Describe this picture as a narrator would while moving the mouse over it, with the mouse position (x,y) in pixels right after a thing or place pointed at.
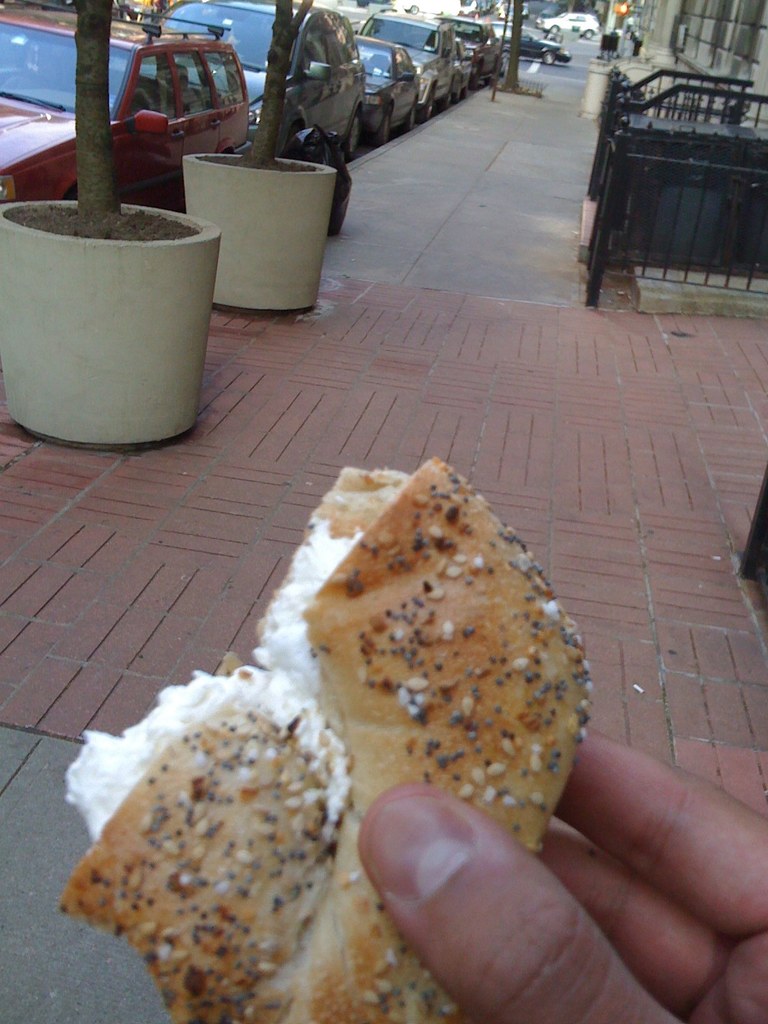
In this image we can see some cars (494,59) parked side of the road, one light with pole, some objects (612,59) on the floor (591,139), one black pole (614,142), some vehicles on the road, one wall (694,7), one bread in the person hand (595,906), one tree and two trees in the pots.
